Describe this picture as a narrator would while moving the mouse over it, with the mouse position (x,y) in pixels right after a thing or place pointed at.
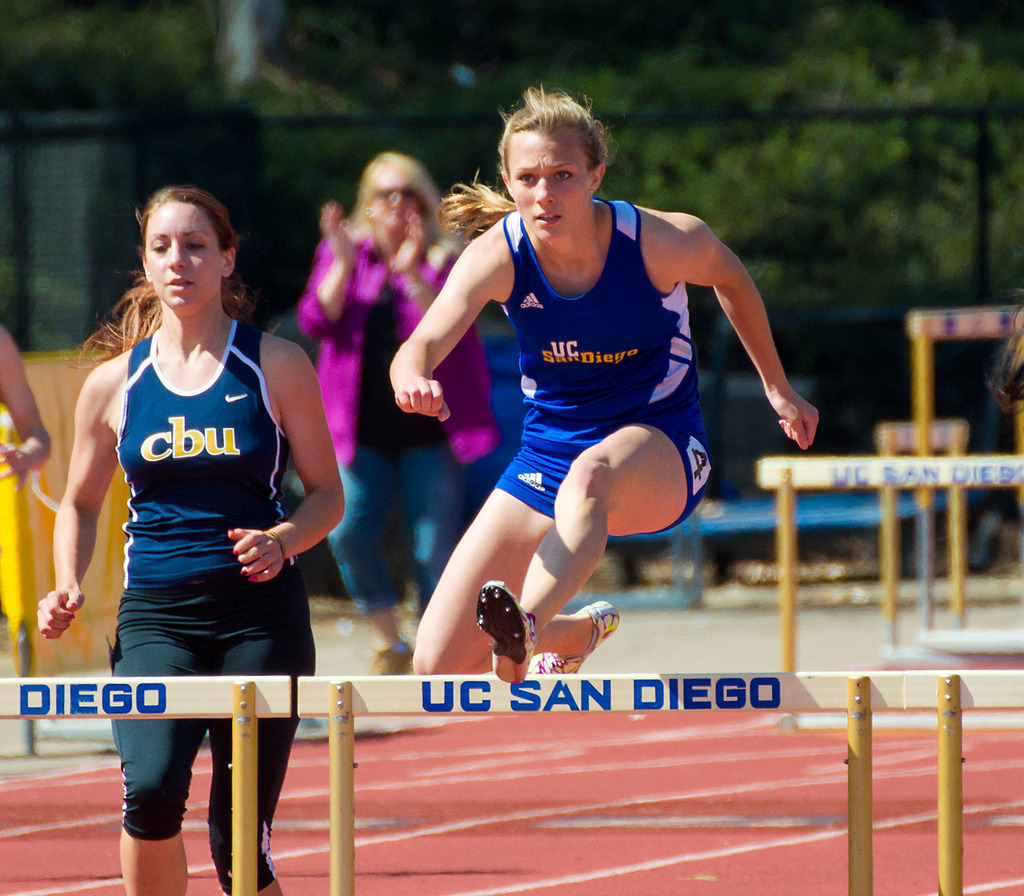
In this image, I can see a woman (519,484) hurdling. These are the hurdles (925,690). Here is another woman (200,599) running. In the background (396,239), I can see a person (374,309) standing. These are the trees (793,75). I can see the letters (60,696) on the hurdles (837,689).
